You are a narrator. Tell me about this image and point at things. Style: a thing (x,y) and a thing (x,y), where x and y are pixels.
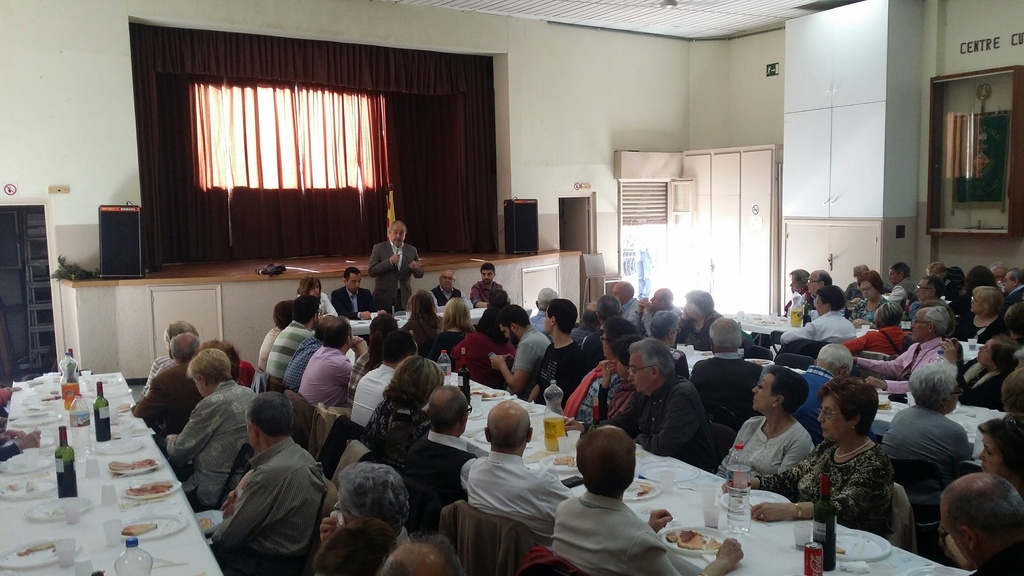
Group of people (275,355) sitting at tables (184,542) are listening to a man (391,270) who is standing and speaking.
